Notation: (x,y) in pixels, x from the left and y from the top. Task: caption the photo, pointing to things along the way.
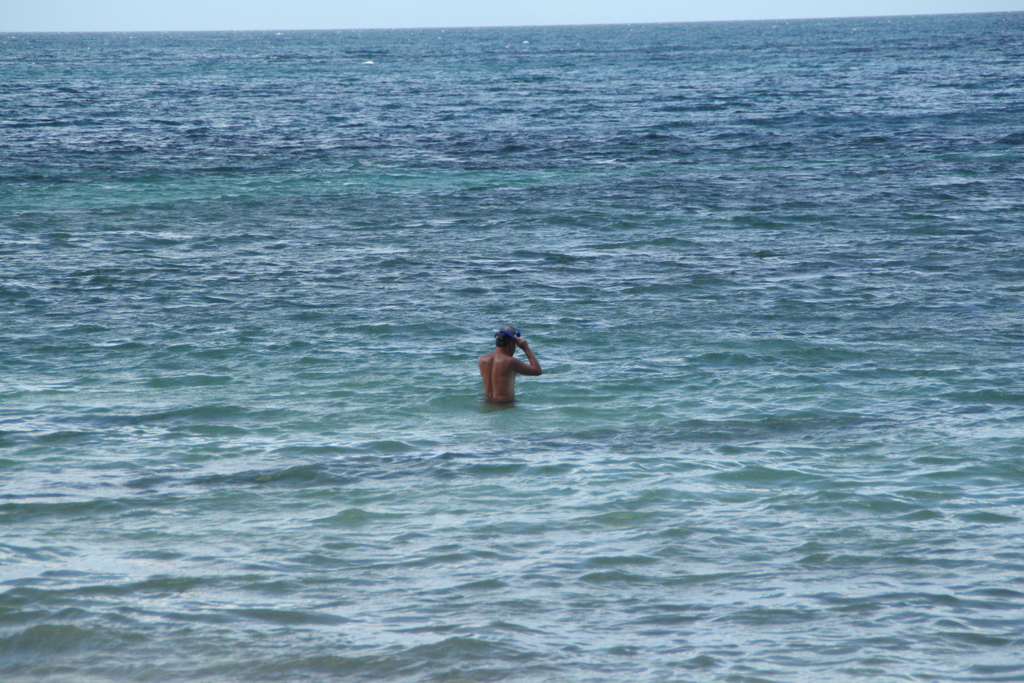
In the center of the image (488,379), we can see a person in the water (408,255).
